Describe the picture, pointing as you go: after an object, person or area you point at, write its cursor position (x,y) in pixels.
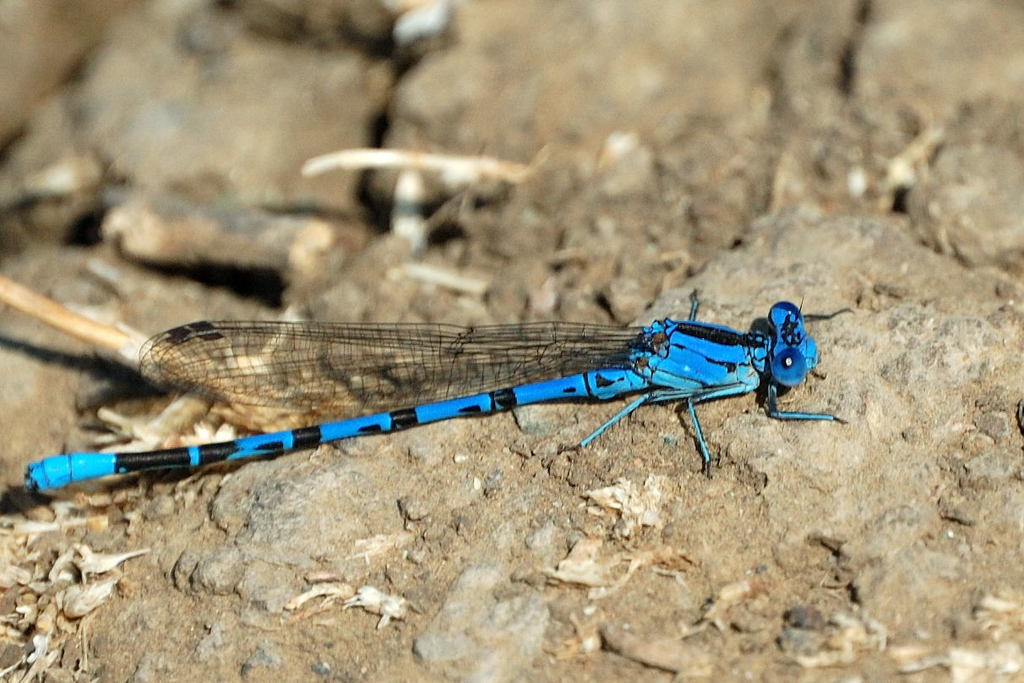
In this image we can see a fly (555,377) on the rock land (700,559) which is in blue and black color.
